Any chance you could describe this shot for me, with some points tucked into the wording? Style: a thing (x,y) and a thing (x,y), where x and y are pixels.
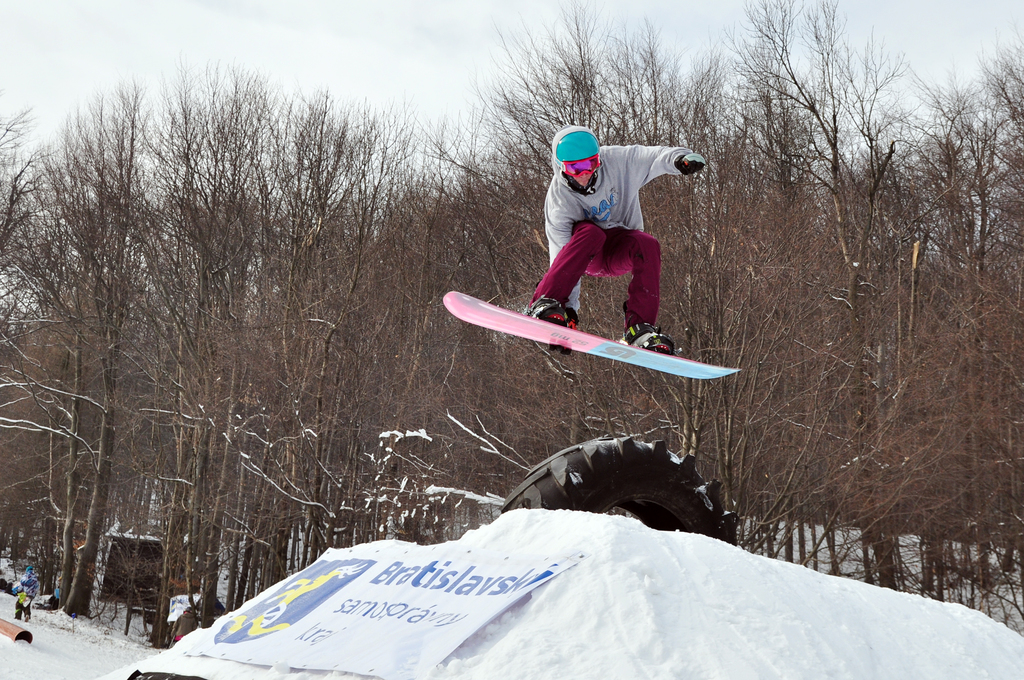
In this image, we can see a person (617,270) with a snowboard (648,360) in the air. At the bottom of the image (421,615), we can see a banner (425,599) on the snow (610,584) and tyre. In the background (100,603), there are so many trees (352,474) and the sky (562,31). In the bottom left corner (78,602), we can see the person (25,599), banner (209,649), trees (78,602), snow (49,648) and few objects (104,577).
